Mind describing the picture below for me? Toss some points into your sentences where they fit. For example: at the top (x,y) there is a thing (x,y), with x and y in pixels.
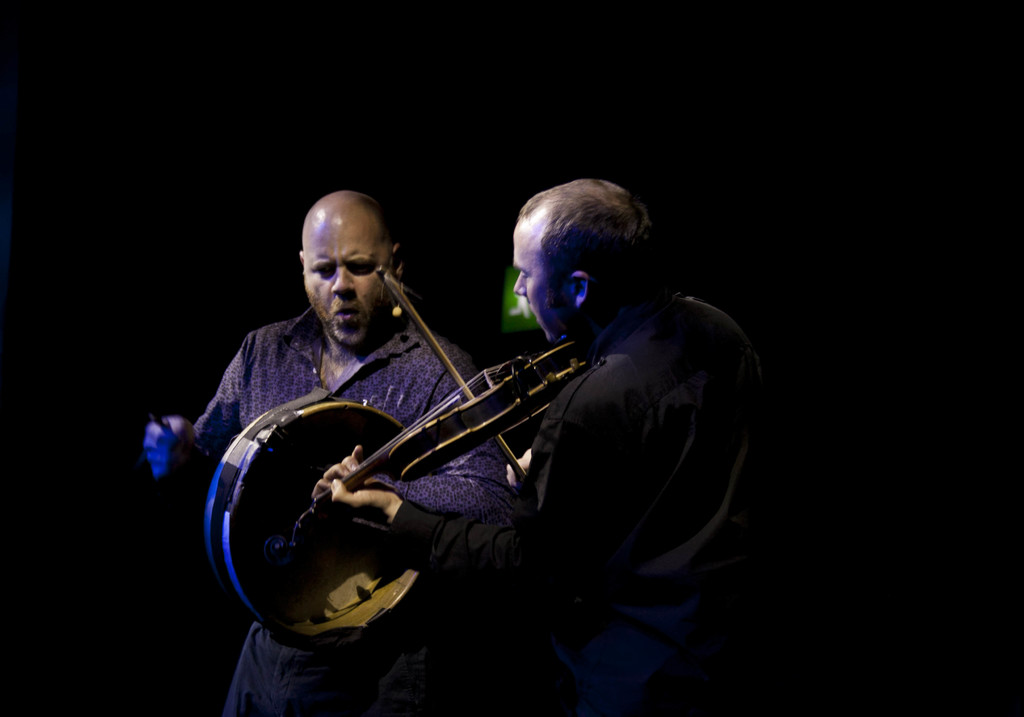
In this picture we can see there are two people (357,349) playing some musical instruments (357,530). Behind the people (390,348) there is a dark background (716,222).
